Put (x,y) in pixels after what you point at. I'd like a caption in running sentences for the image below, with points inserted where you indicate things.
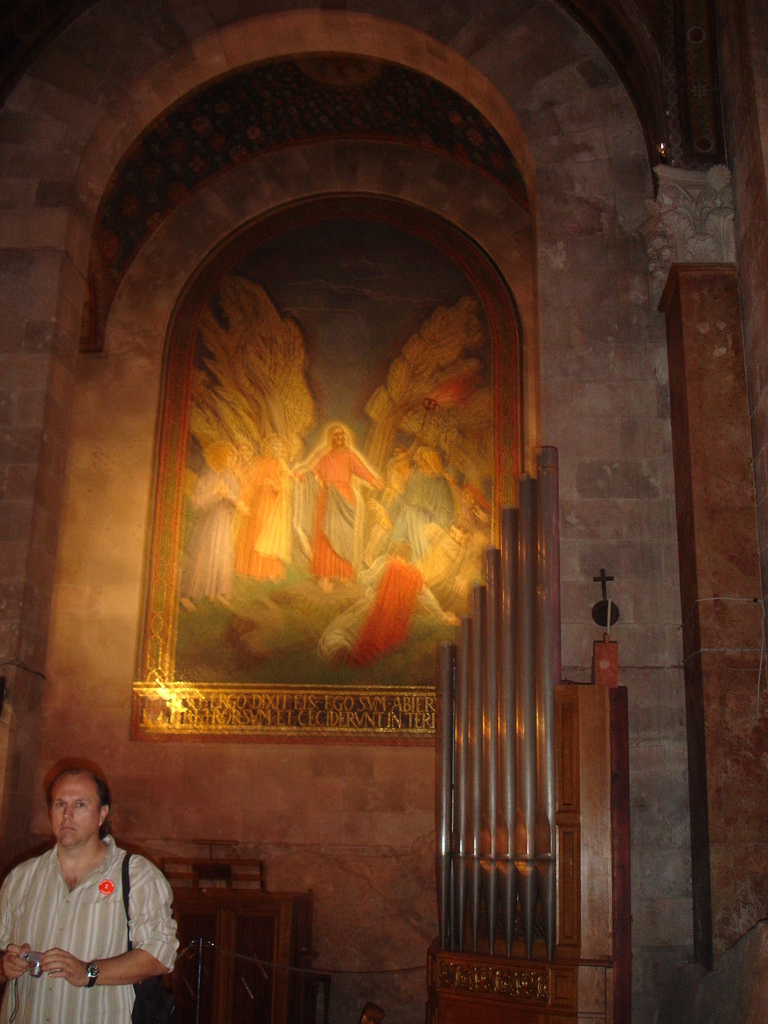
In this image there is a person (148,896) standing and holding a camera (40,970) in his hand (48,964), behind him there is a table (271,920) and a frame (296,370) attached to the wall (140,366), there are a few rods (449,665) on the wooden structure (585,862).
